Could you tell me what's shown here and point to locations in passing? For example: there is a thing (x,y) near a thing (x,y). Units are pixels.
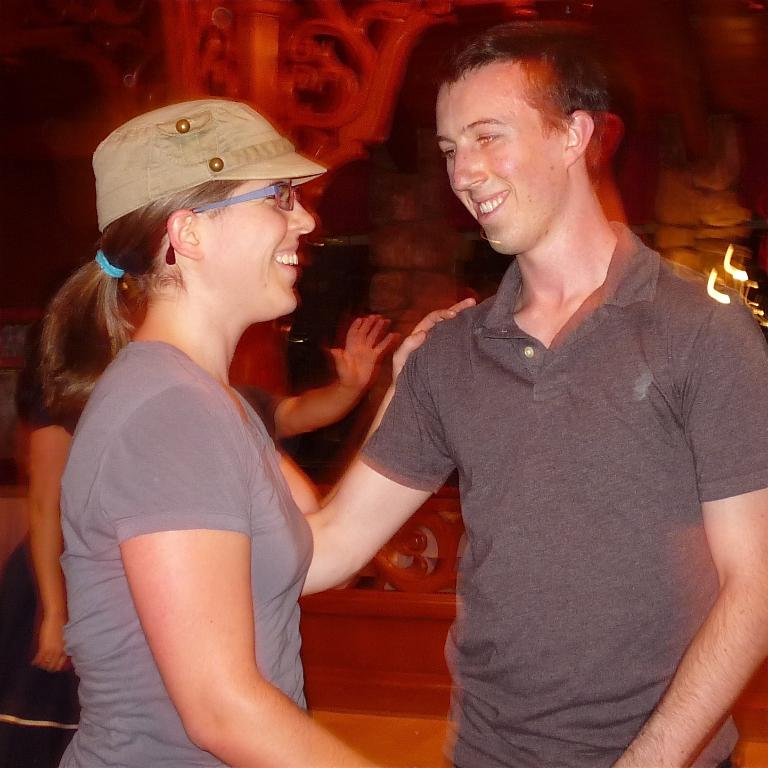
In the image there are two people (484,341) laughing by looking at each other and behind them there are some other people (372,333), the background of them is blur.
